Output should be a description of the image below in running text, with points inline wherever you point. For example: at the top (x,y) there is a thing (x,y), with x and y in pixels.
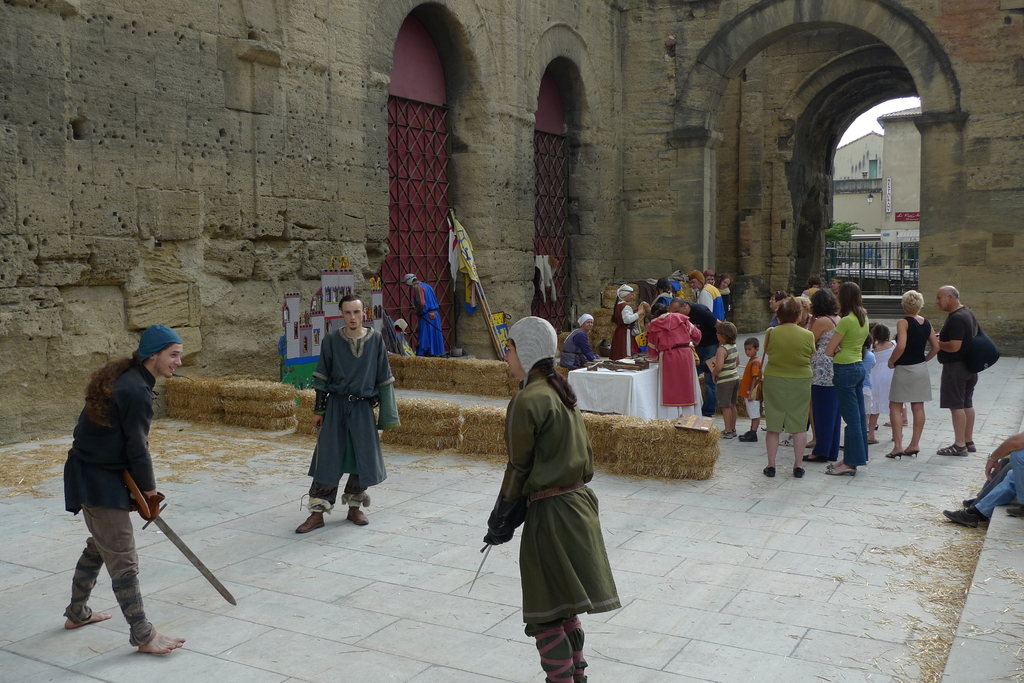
This picture describes about group of people (837,443), few are seated and few are standing, in the left side of the given image we can see two persons (563,596), they are holding swords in their hands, beside to them we can find grass (608,440) and some other things (334,307), in the background (412,301) we can see few metal rods (870,245) and buildings (862,204).
